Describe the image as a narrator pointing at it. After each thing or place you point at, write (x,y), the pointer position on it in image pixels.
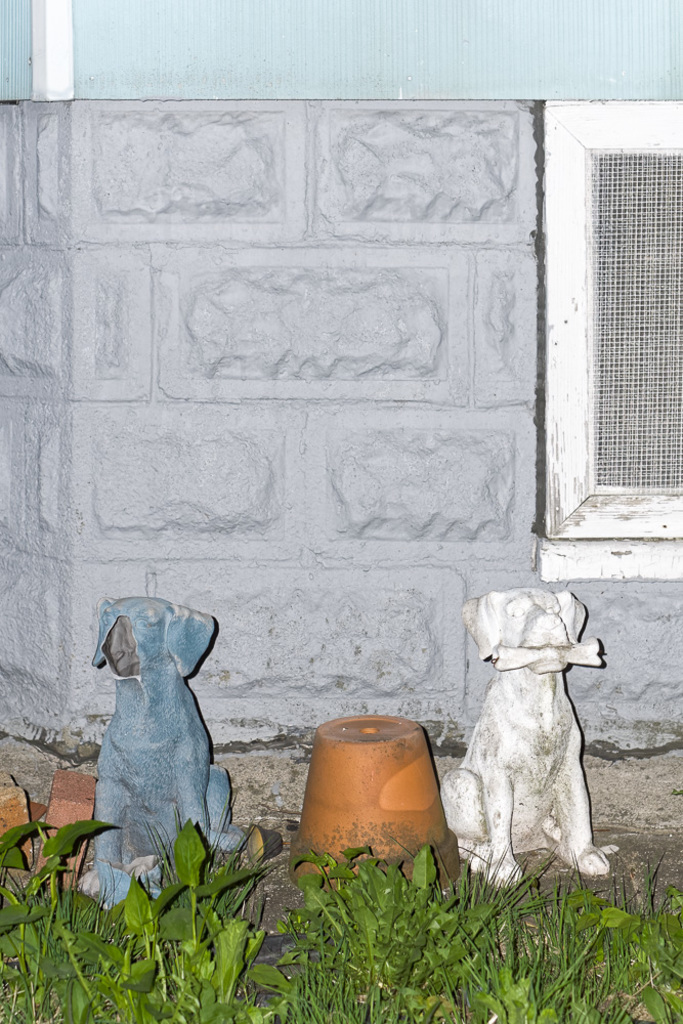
In this image we can see statues of dogs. We can also see a pot (382,840), plants (316,933) and bricks (62,843). On the backside (602,545) we can see the wall (455,544) with a window (603,558).
